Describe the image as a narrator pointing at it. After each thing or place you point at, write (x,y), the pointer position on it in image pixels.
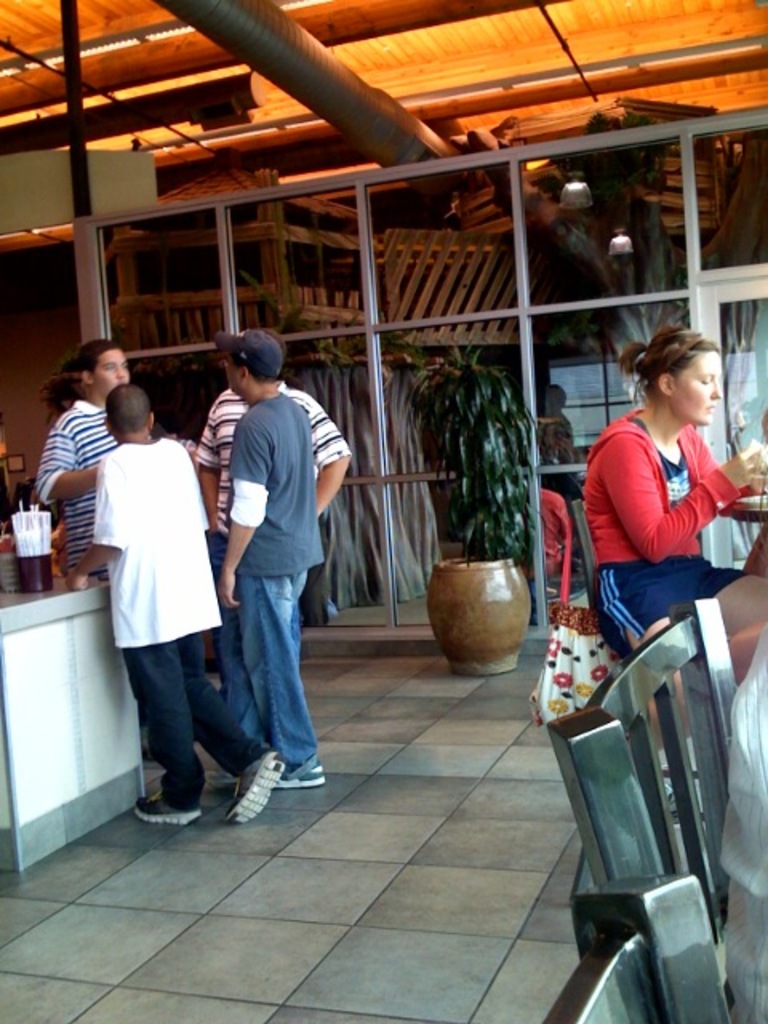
In this picture I can see there are a few people (246,520) standing at the left side (172,677) and there is a woman (625,520) sitting on the chair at right side (737,507) and there is a table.
